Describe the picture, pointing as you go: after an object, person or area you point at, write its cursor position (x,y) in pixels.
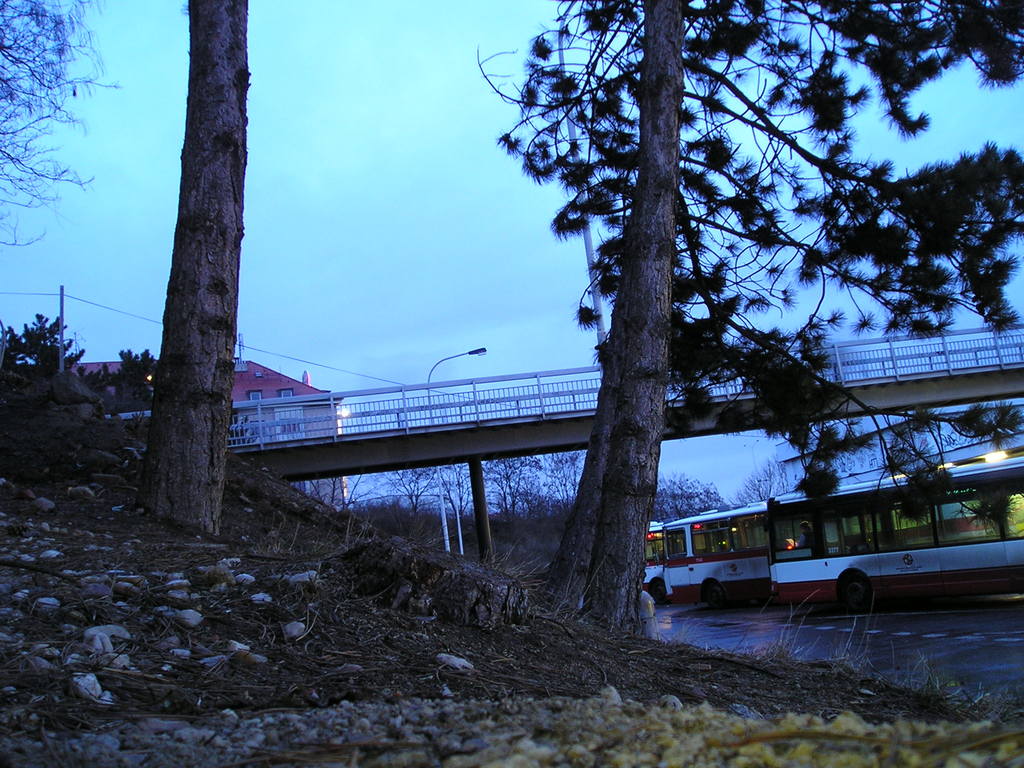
At the bottom (630,659), we see the stones (673,737) and the twigs (318,659). On the right side (947,641), we see the road (929,611) and the vehicles (843,575) are moving on the road (784,627). Behind that, we see a building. In the middle (609,485), we see a pole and a tree (689,217). Behind that, we see a street light (441,501) and a bridge (433,458). On the left side (226,54), we see the stem (187,281) of the tree (160,420). There are trees (127,384), buildings (331,417) and the poles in the background (238,371). At the top (378,183), we see the sky (328,144).
